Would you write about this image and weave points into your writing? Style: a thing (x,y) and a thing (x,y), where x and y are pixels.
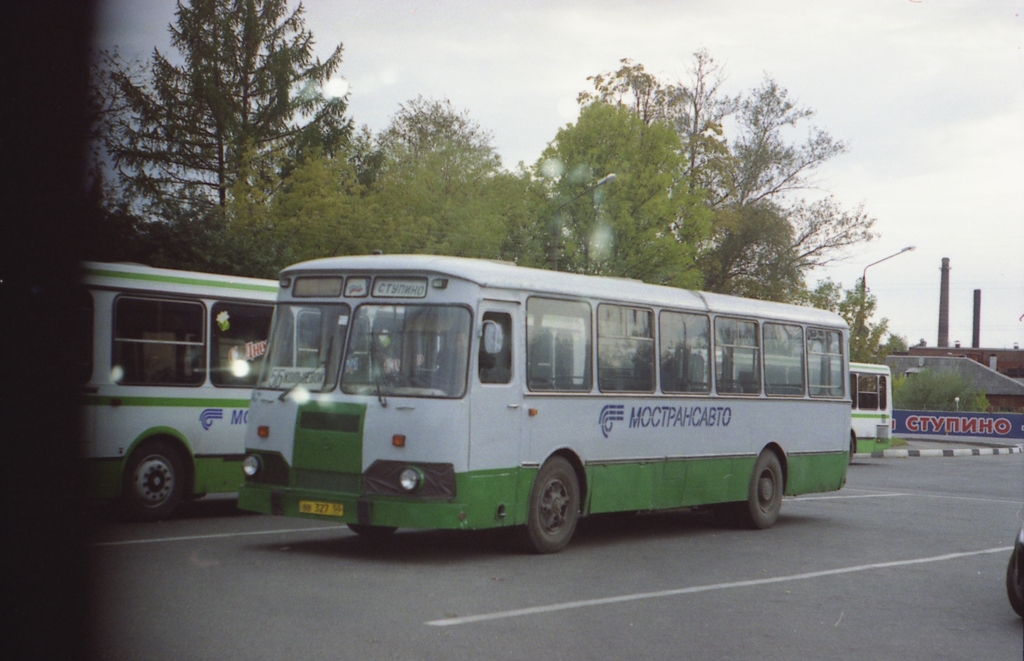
This is an outside view. In this image I can see three buses (432,445) on the road (755,585). In the background (546,196) there are many trees (540,199). On the right side (950,360) there is a building (963,373). At the top of the image (926,124) I can see the sky (914,97).
